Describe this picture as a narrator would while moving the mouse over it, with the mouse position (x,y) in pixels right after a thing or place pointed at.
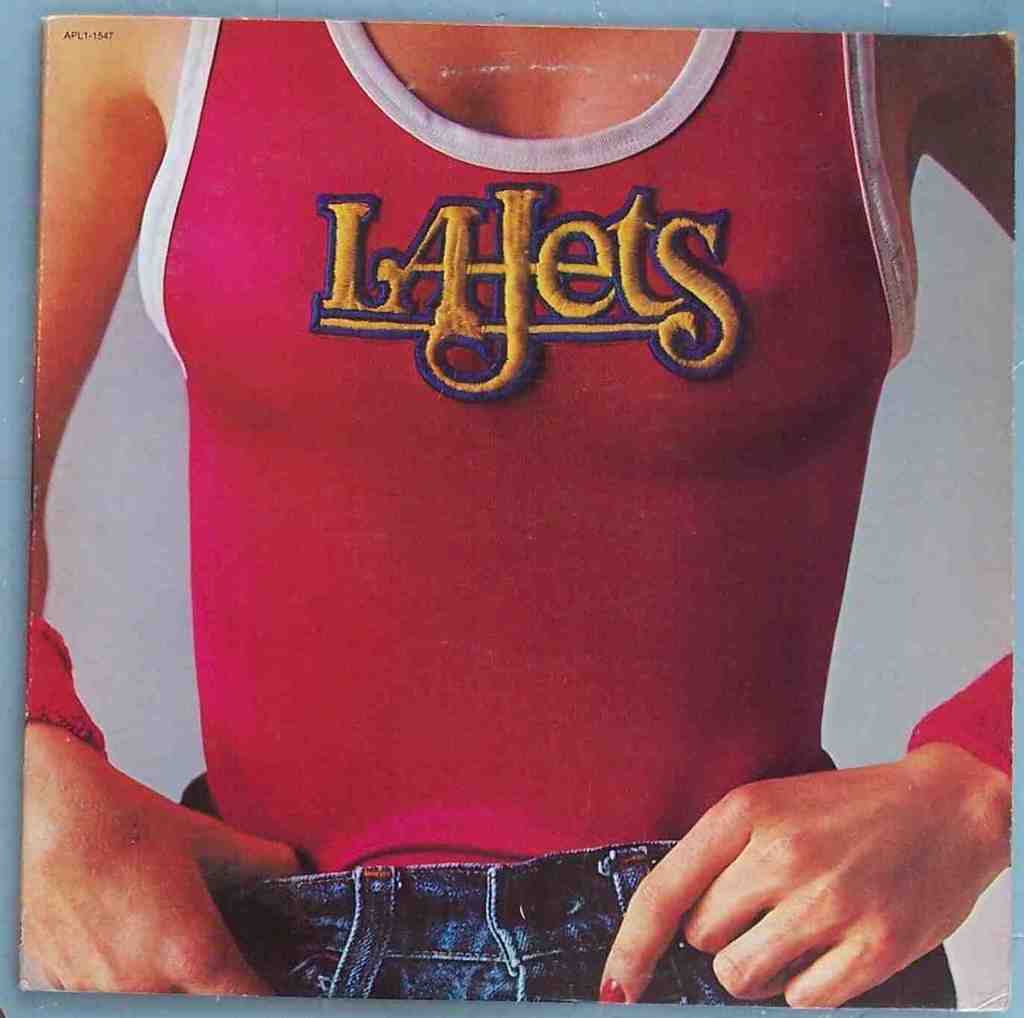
In this picture we can see a woman (559,830), this woman (496,791) wore a vest (625,675) and jeans (498,886), we can see a plain background (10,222).
